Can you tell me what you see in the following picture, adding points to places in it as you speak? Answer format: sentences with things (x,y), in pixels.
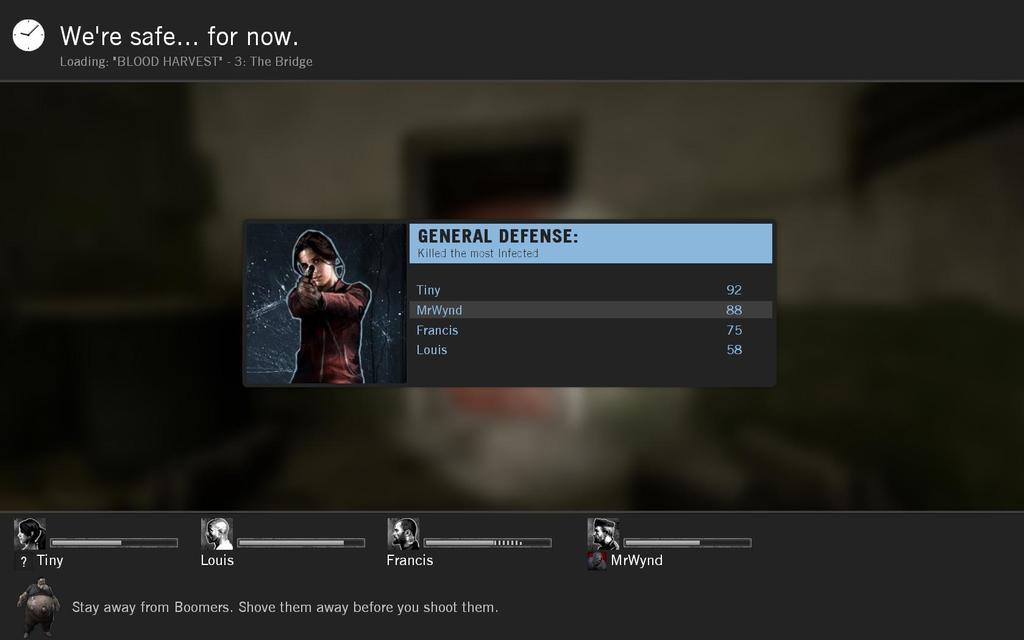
This picture looks like a screenshot of a game and I can see text (202,66) and an animation picture (331,320) of a woman (322,290).
